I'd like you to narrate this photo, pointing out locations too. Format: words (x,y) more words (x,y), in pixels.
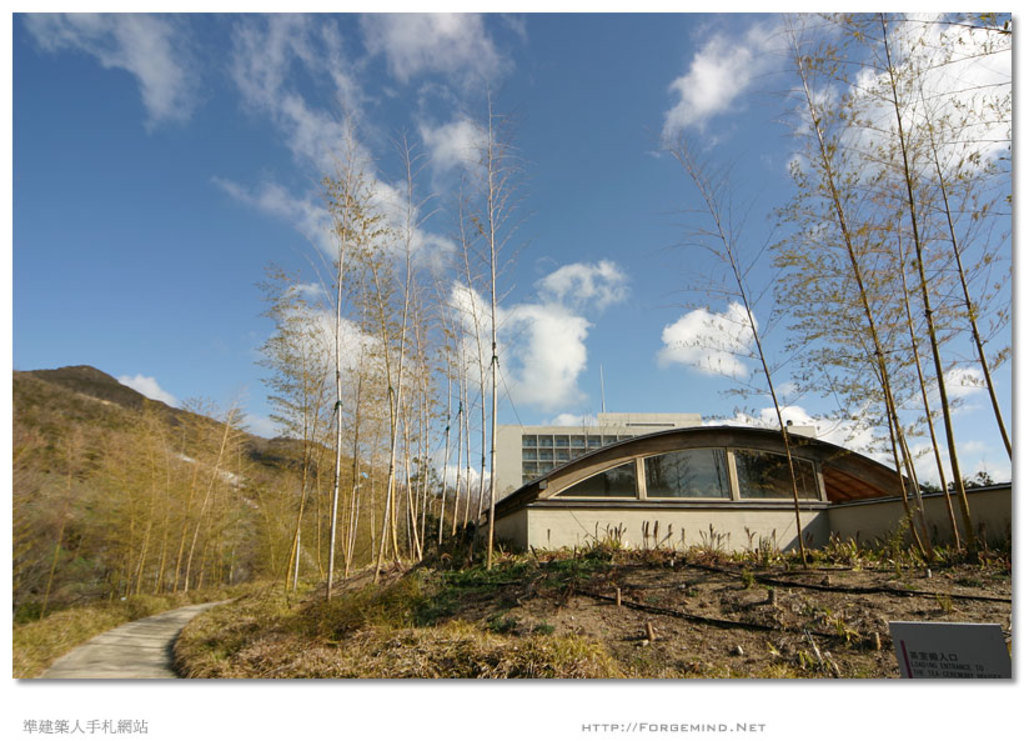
In this image I can see few trees (278,418) in green color. In the background (626,460) I can see the building (670,508), few glass windows (726,475), mountains (90,404) and the sky (331,323) is in blue and white color.
